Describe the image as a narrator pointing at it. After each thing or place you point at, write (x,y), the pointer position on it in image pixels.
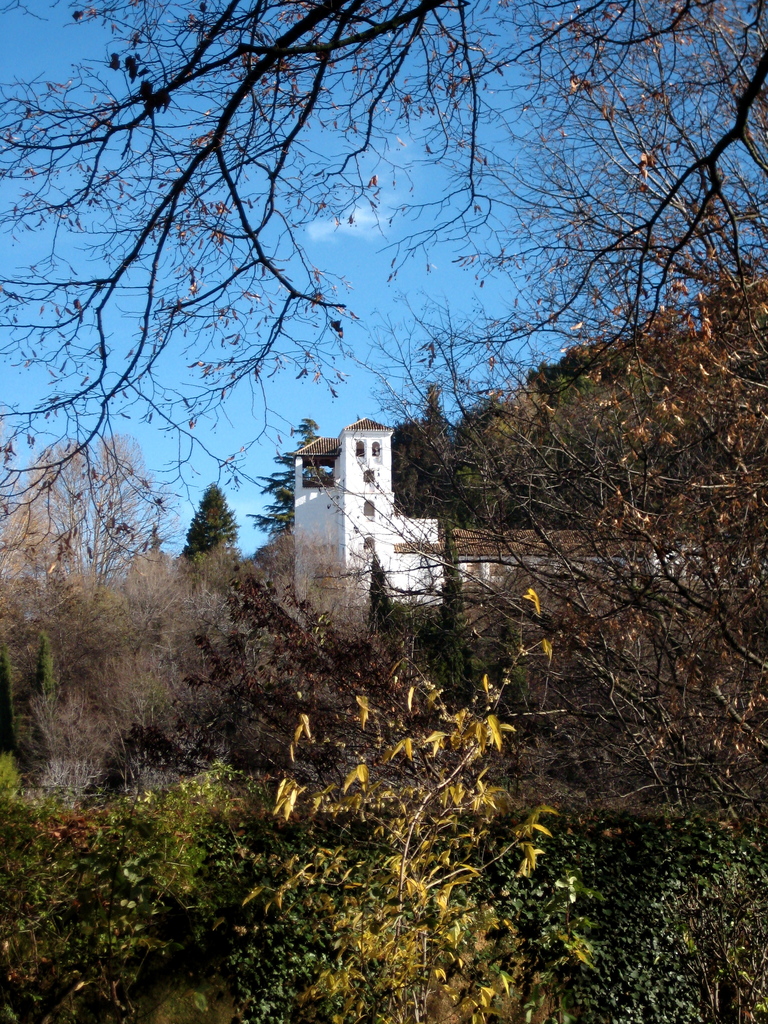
In the image there is a clear sky (374,312) and in between there is a white building (368,526). In Front of the building (368,545) there are lot of trees (651,610) and on few trees (269,125) there are dry leaves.
